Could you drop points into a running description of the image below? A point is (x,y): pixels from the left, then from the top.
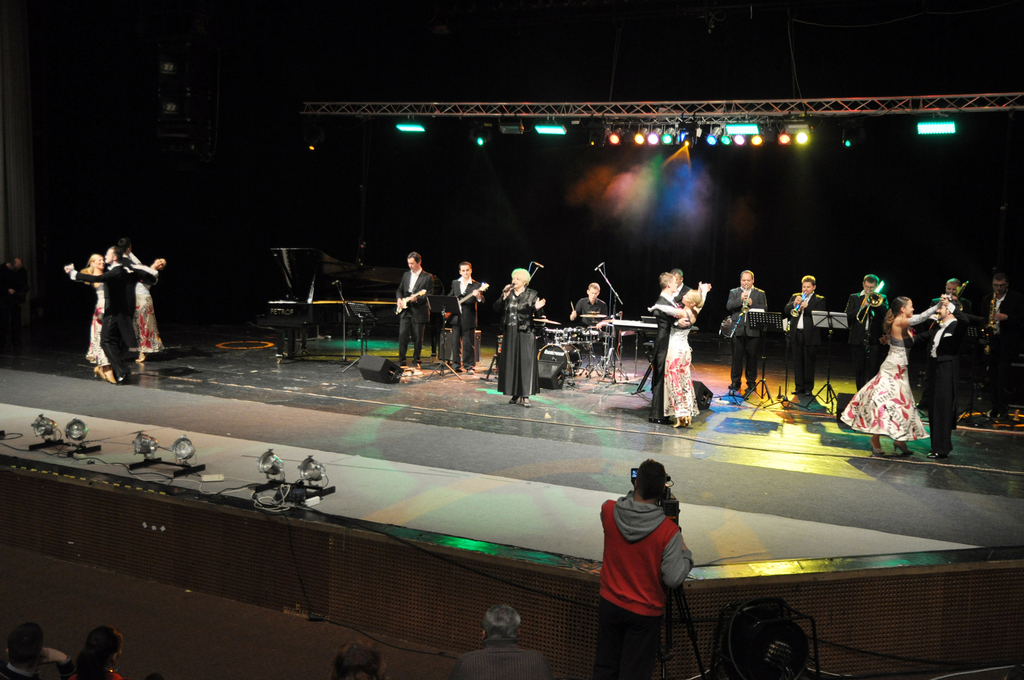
In the image in the center (438,367) we can see one stage (424,345). On the stage (257,380), we can see few people (945,377) were dancing and few people (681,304) were standing and holding some musical instruments (876,307). In the bottom of the image (653,641) we can see one person (661,542) standing and holding camera (675,514). And we can see few people (82,671) were sitting. In the background (687,169) we can see the lights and musical instruments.
